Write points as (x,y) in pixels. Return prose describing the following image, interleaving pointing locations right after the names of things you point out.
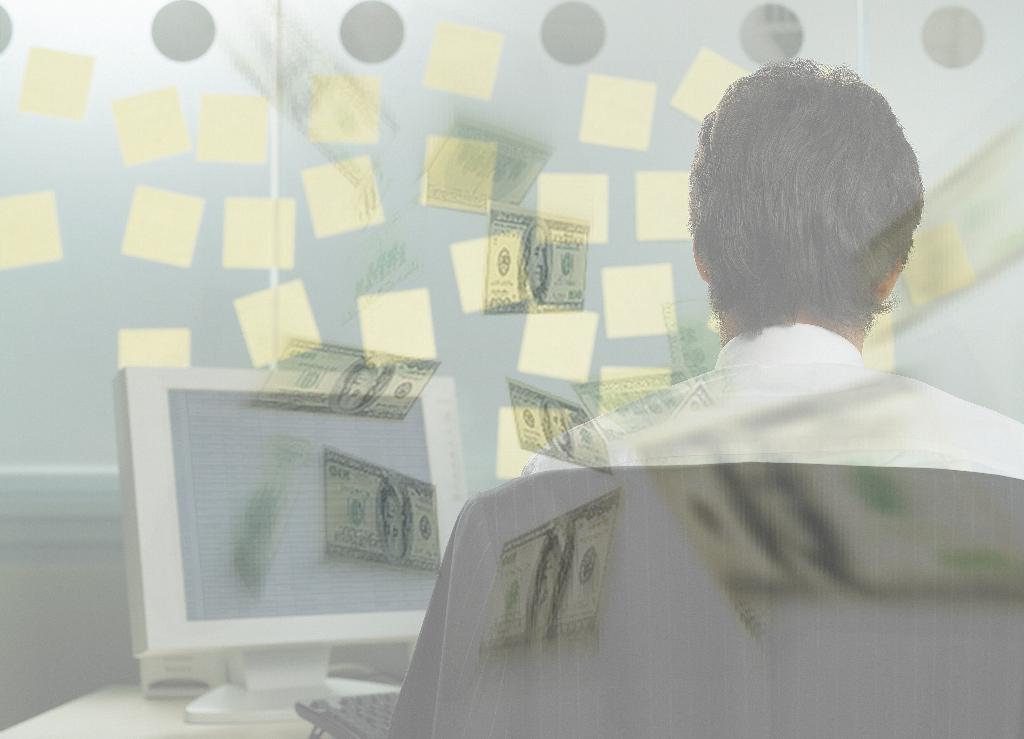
In this picture I can observe a computer (264,473) placed on the table (223,734) on the left side (142,603). On the right side (752,365) I can observe a man (752,459) sitting on the chair (762,482). I can observe currency notes (566,418) in the middle of the picture (562,268).
